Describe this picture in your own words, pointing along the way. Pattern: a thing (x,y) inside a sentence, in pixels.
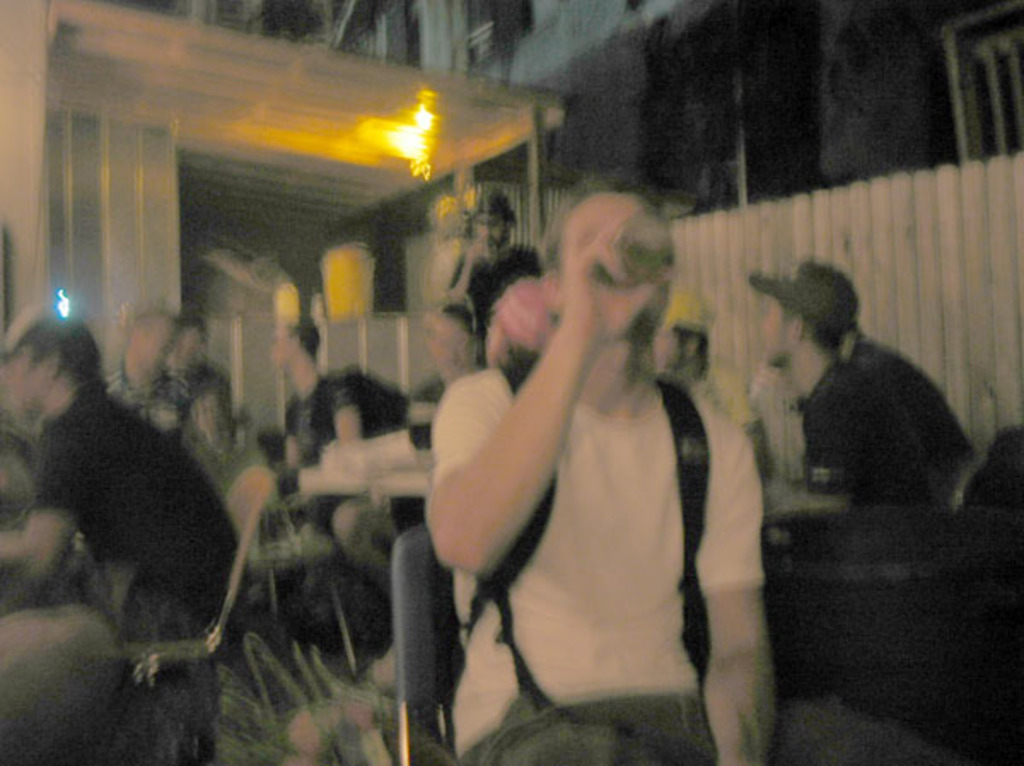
In this image there are people (461,606) sitting on the chairs (408,582). There is a table (416,464). On top of it there are a few objects (350,454). There is a light (411,134). On the right side of the image (983,420) there is a fence (835,257). In the background of the image (909,65) there are buildings (676,49).
